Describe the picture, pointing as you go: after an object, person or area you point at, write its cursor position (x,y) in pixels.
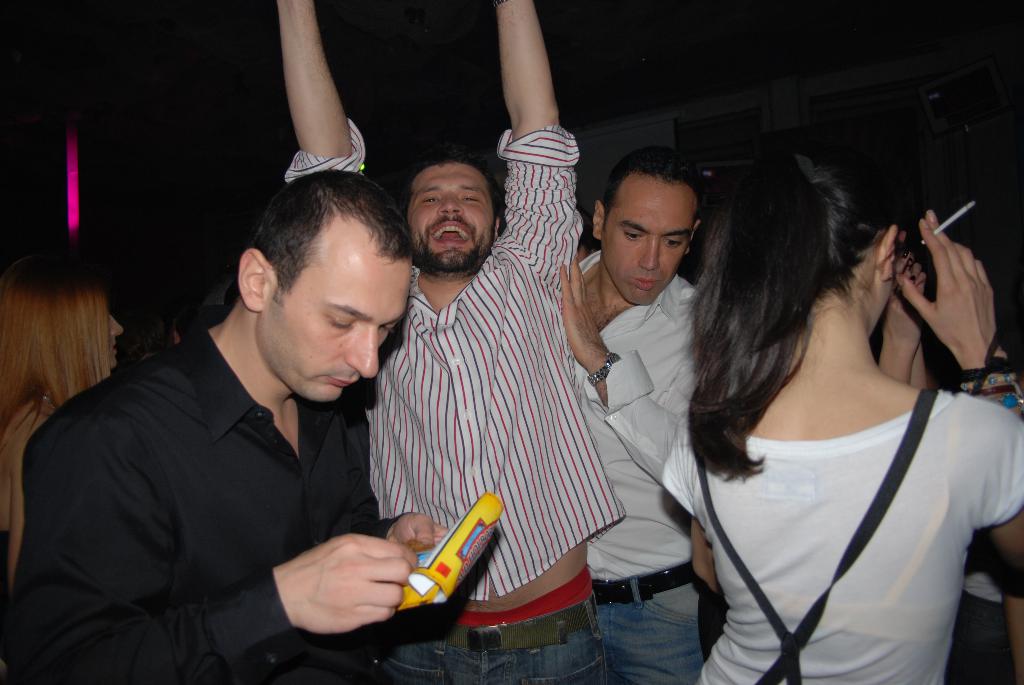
In this picture we can see some people (512,595) and a man (472,448) smiling and some objects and in the background (438,104) it is dark.
